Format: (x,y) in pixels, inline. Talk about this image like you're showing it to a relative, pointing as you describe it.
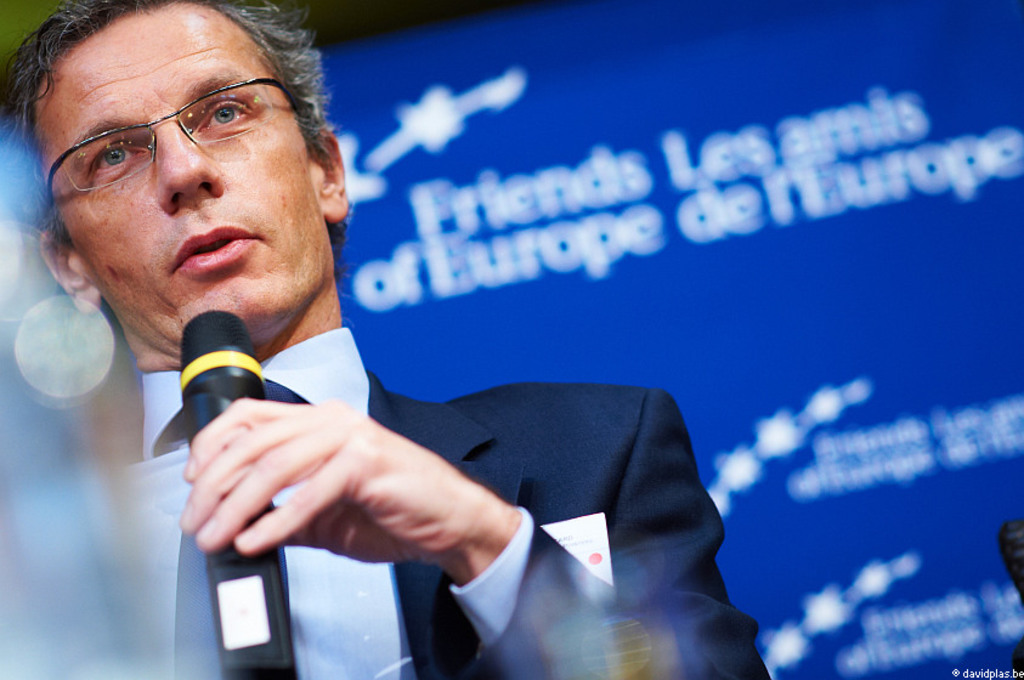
This is a man (402,401) wearing a black suit (543,482) and sitting. He is holding a mike (210,384) and talking. At background (577,236) I can see a blue color banner (717,303).
